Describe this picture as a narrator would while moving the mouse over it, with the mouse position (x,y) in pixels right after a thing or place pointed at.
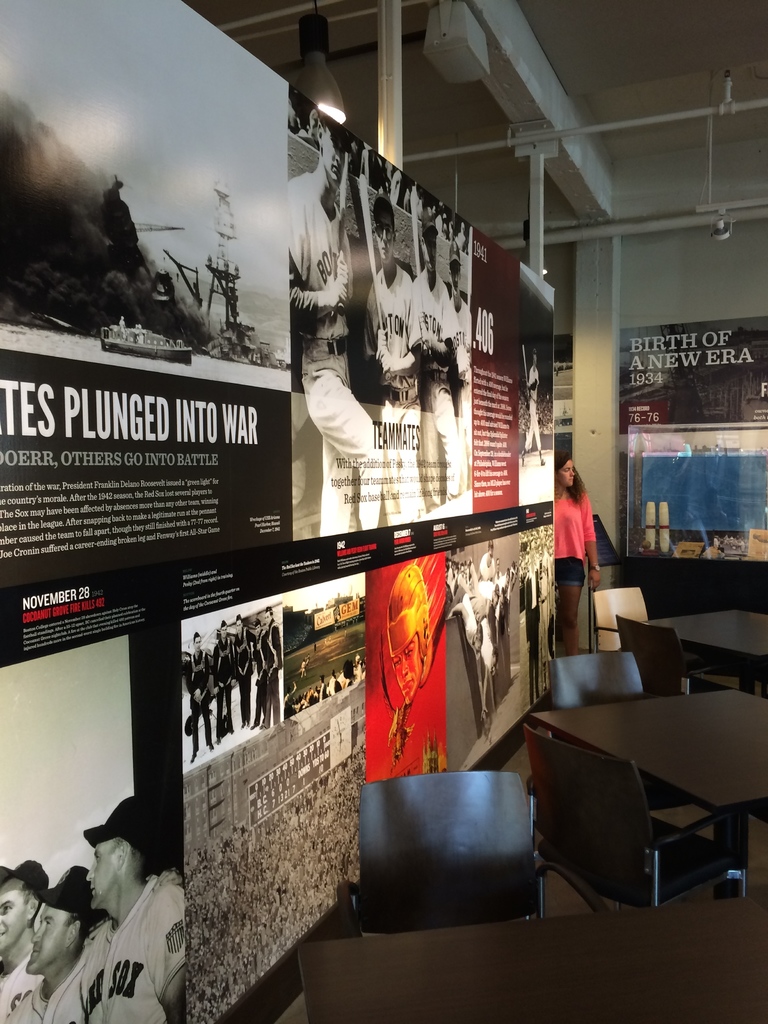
On the left (187,430) we can see a hoarding (179,405) and a woman (575,531). beside this hoarding (308,802) there are tables (716,618) and chairs (548,781). In the background (592,407) we can see wall (668,254), poles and a hoarding (686,396).
